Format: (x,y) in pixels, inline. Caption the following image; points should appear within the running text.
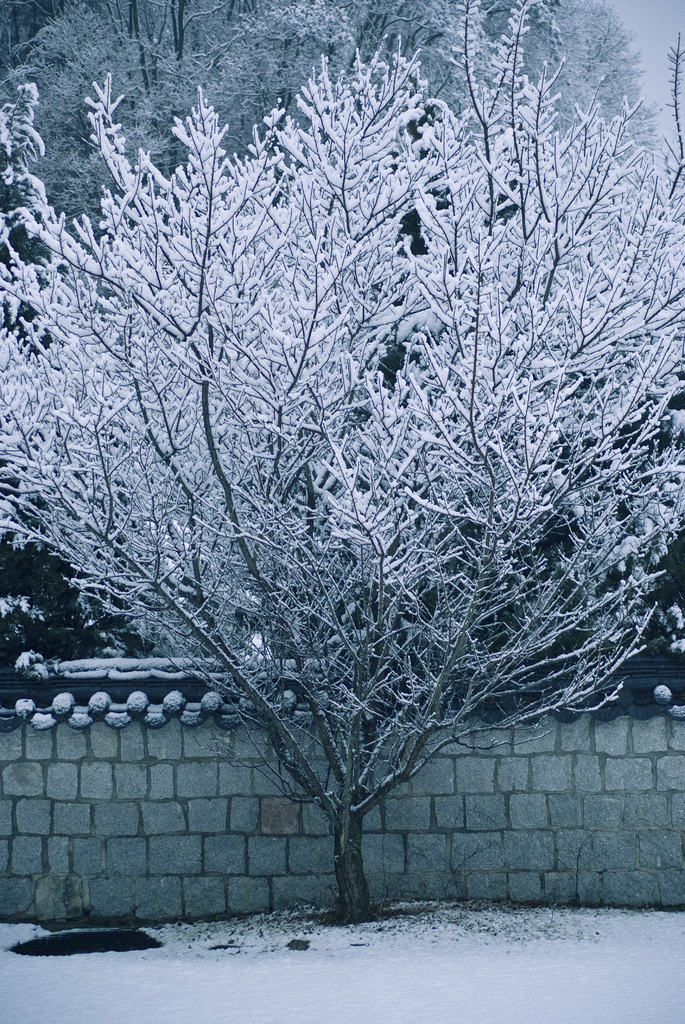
In the center of the image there is a wall (464,801). At the bottom of the image (412,959) there is snow (403,964) on the surface (446,989). In the background of the image (403,340) there are trees (399,169).
